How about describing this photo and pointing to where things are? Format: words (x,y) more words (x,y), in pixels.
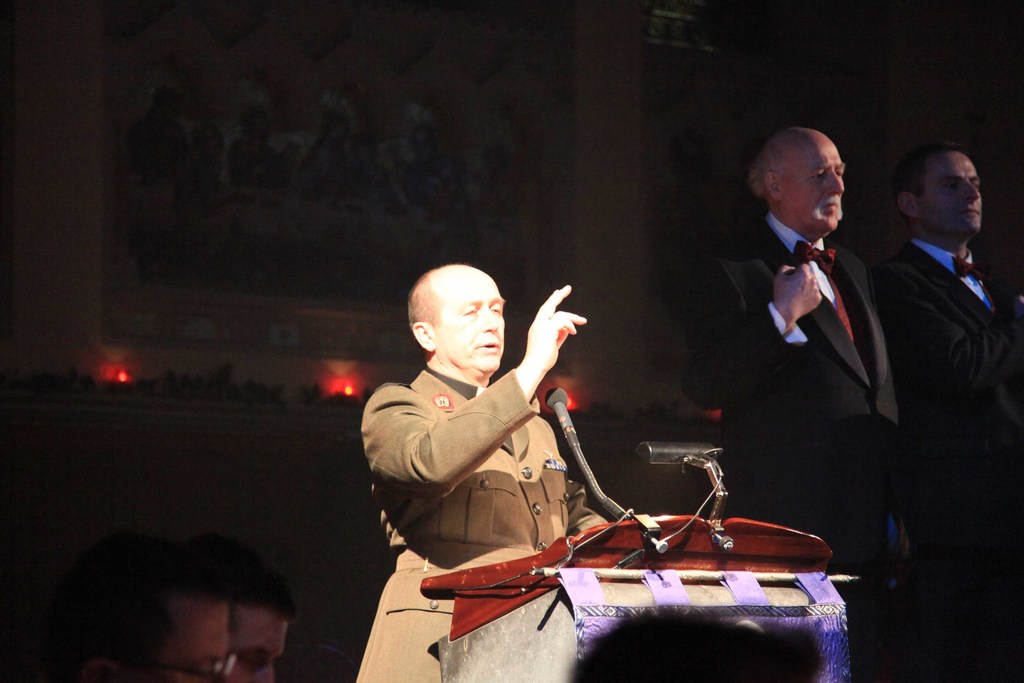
A man (416,318) wearing brown color coat (488,441) and standing in front of a podium (625,526), right side (848,336) there are two men (846,353) wearing black suit (931,361) and they are standing, in left side (189,670) there are two men (212,622) and in the background (327,129) there is wall (161,359) and red lights (118,379).
